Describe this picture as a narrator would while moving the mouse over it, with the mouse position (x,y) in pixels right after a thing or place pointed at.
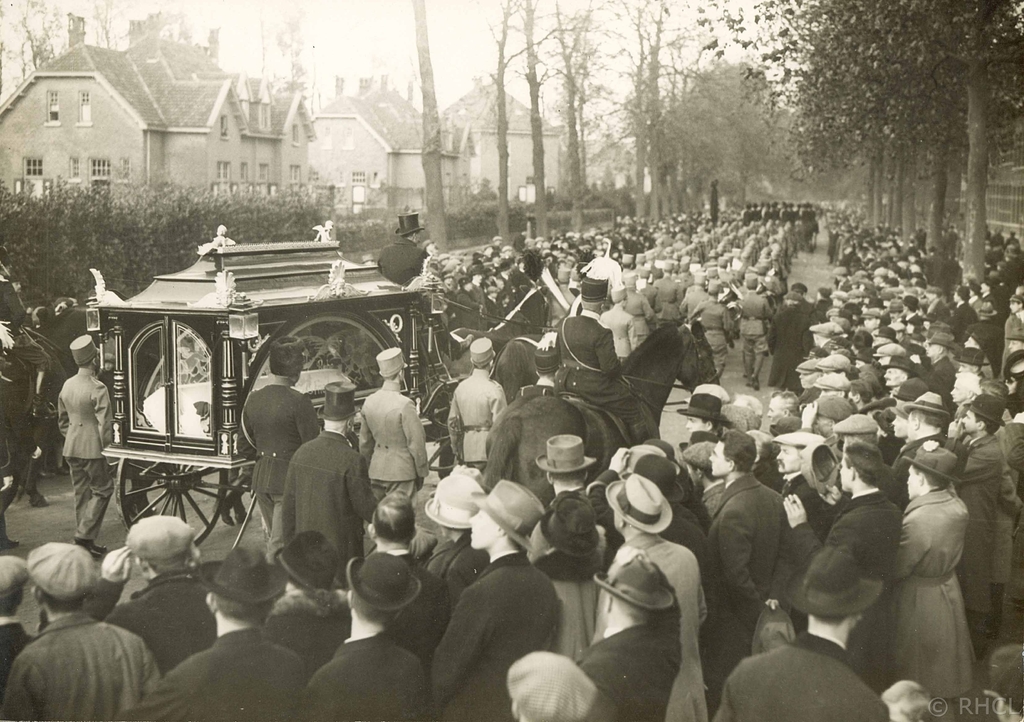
In the center of the image (396,451) there are many people (598,672). In the background of the image (409,190) there are houses (349,116) and trees (907,115).
